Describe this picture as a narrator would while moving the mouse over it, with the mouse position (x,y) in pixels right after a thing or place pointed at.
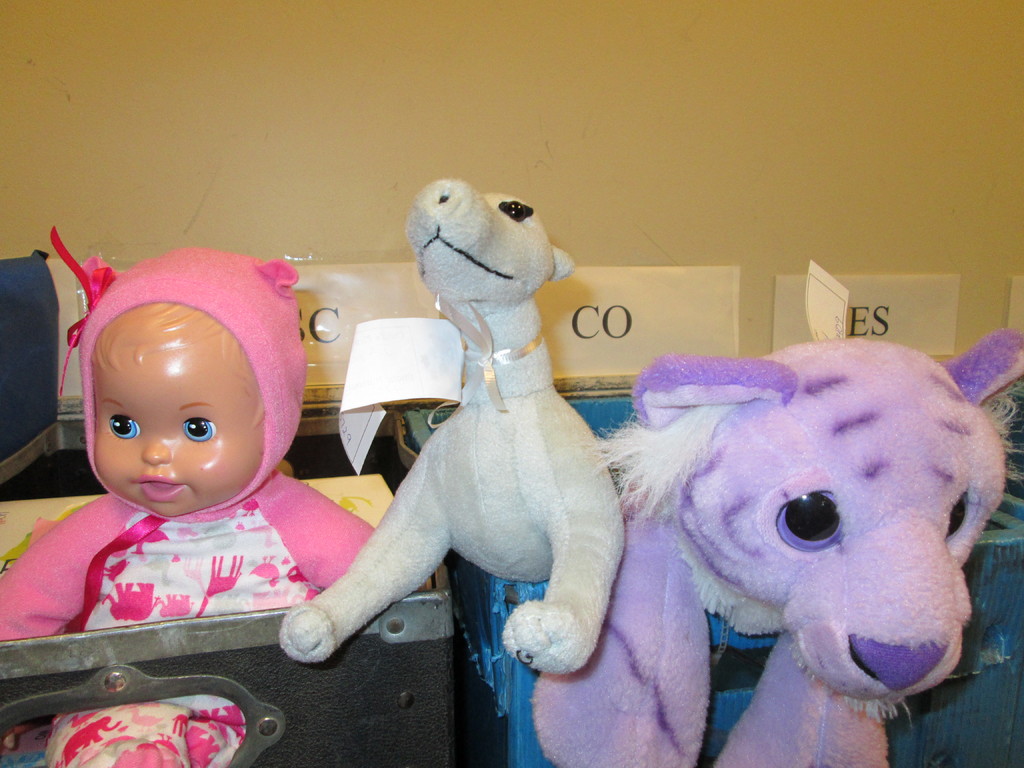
In this picture we can see few toys (664,410) and papers (827,330).
